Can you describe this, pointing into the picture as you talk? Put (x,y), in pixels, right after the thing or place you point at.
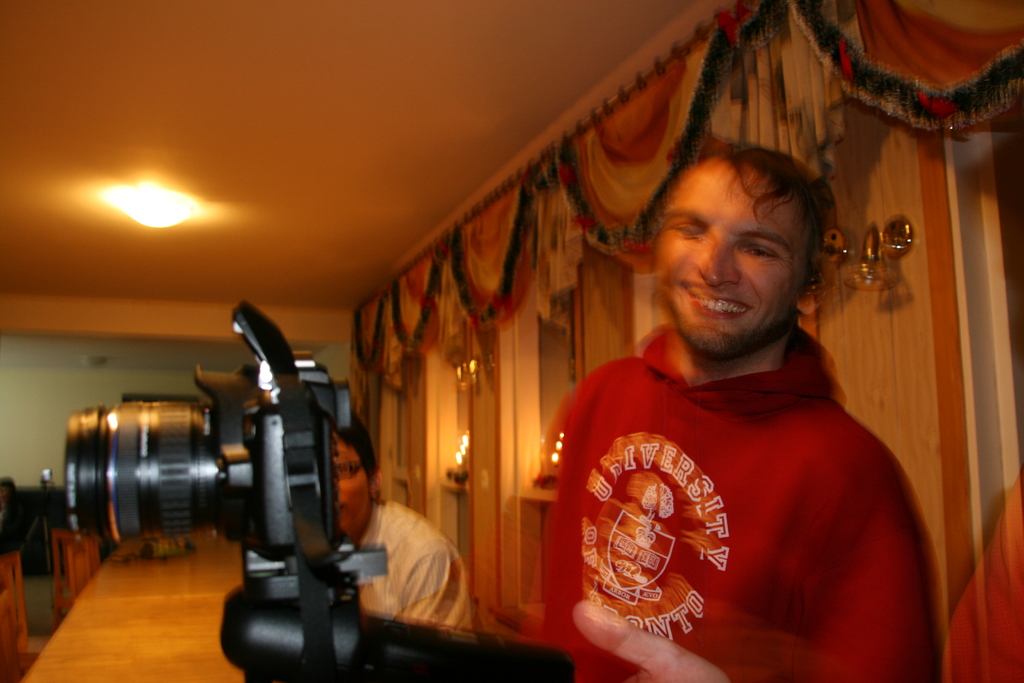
This is an inside view of a room (555,405). On the right side (701,509), I can see a man (665,452) wearing red color jacket (626,492), smiling and giving pose for the picture. At the bottom of the image (635,650) I can see a person's hand (652,644) and there is another person (409,540) who is wearing a white color shirt (415,587) and sitting at the table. On the left side (306,516), I can see a camera (257,517) which is placed on a tripod (290,652). In the background (403,370), I can see a wall (29,407), windows (551,349) and curtains (446,268) to it. Beside the table (77,650) I can see two empty chairs (69,570). On the top (145,208) there is a light (151,208).
